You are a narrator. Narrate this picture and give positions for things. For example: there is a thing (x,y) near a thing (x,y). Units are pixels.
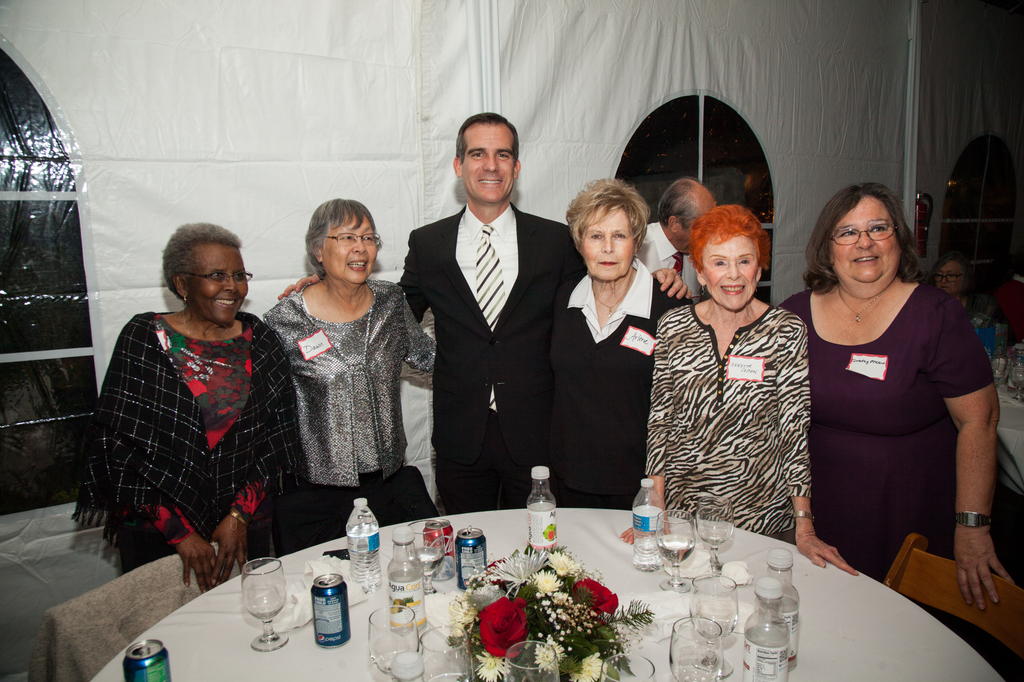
In the center of the image (546,234) there are people (460,475) standing. In the bottom of the image (323,547) there is a table (904,670). there are many objects (132,659) on the table (738,672).
